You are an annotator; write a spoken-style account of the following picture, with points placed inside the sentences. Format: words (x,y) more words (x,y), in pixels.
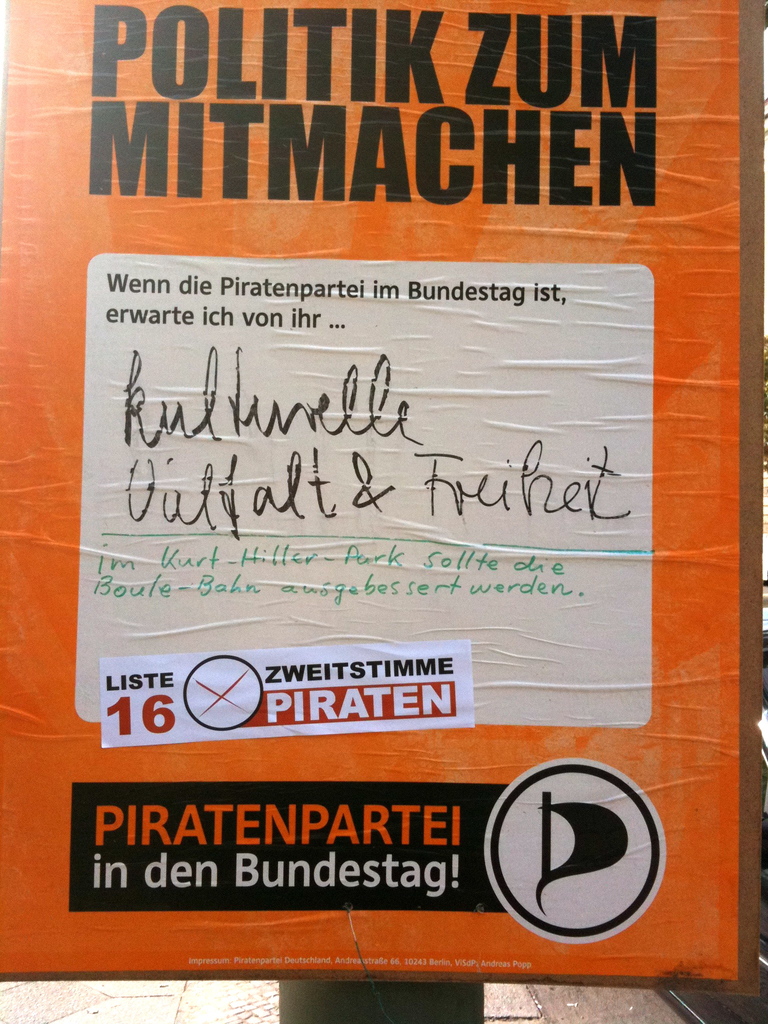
In this picture we can see an orange board (332,858) and on the board (286,868) it is written something.
